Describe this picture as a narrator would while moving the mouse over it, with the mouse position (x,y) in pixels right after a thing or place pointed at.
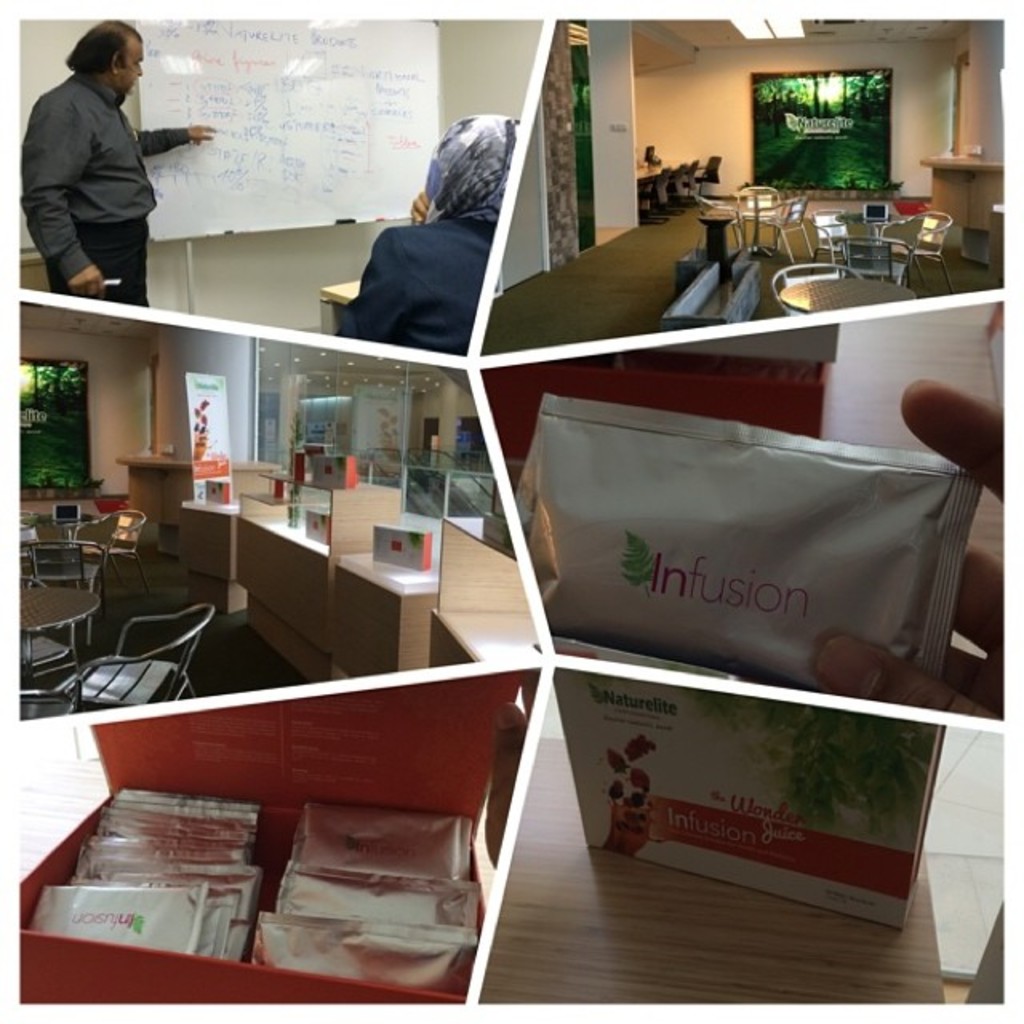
This is an edited image. This picture is the collage of six images. In the left top (176,131), we see a man (120,166) is standing and he is teaching something on the white board (251,138). We see a woman (449,246) is sitting on the chair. In the right top (749,202), we see the tables (756,218) and chairs (851,272). We see a board (787,88) in green color and we even see a white wall (744,147). Below that, we see the hand (978,589) of the person (981,458) holding a packet (610,598). Beside that, we see the tables (187,562) and chairs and we even see the boxes (211,493) are placed on the tables (342,568). We see the ceiling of the room (261,496). In the left bottom (103,881), we see a box (454,768) containing the packets (342,841). In the right bottom (782,857), we see a white box (692,809) is placed on the wooden table (744,926).
